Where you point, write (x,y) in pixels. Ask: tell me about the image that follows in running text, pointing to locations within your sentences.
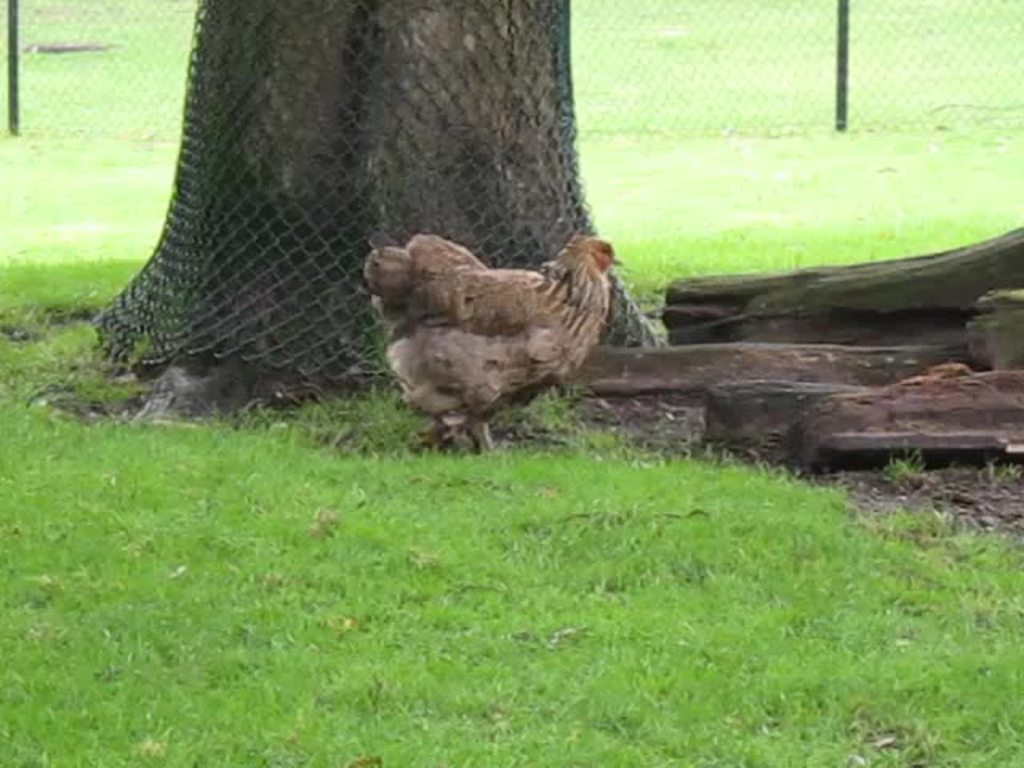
In this image there is a hen (473,358), beside the hen (597,323) there are logs of wood (697,338) and a tree (347,182) covered with mesh fence (353,139), behind the tree (318,16) there is a metal rod mesh fence (844,39), on the surface (352,477) there is grass (343,435).
